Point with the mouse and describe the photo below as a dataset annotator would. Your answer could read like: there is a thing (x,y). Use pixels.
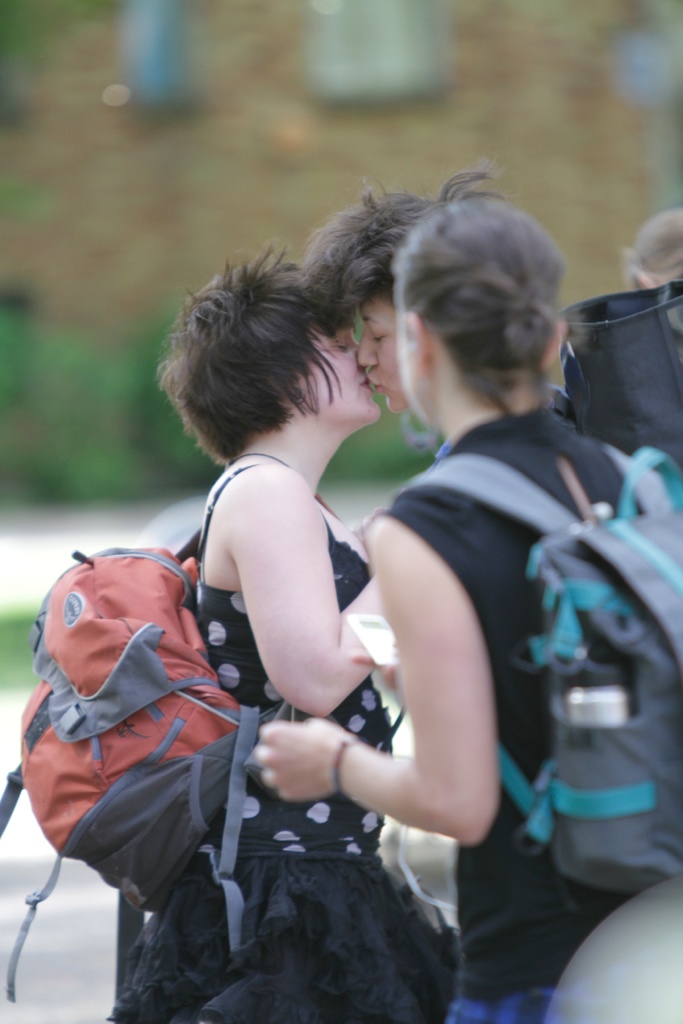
This is a picture taken in the outdoors. There are group of people (368,573) wearing a bag (206,705) standing on the floor (87,933). Background of this people (306,586) is a building (352,148).
